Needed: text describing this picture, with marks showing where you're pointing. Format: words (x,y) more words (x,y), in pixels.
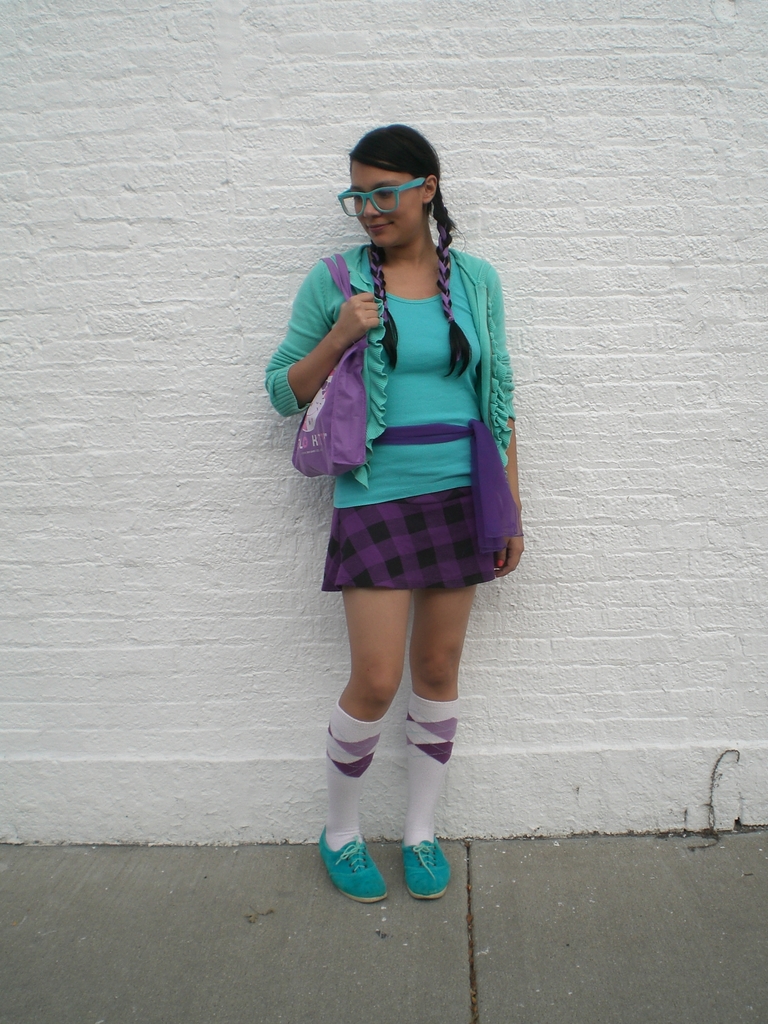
In this image there is a lady (410,401) wearing spectacles (403,184) and a bag (356,442) standing on a pavement (208,911), in the background (24,526) there is a white wall (214,13).
